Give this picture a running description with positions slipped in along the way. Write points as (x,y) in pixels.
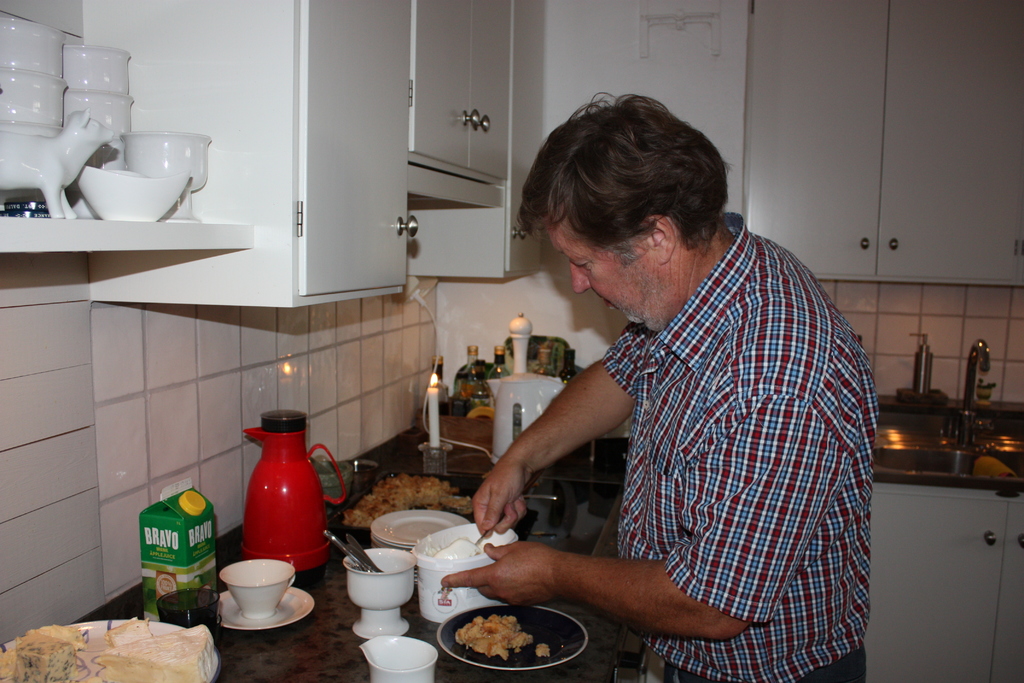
In this image there is a person (571,123) standing, there are cups (400,565), plates (403,517), bowls (93,172), food items (394,498) on the plates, a candle (437,424), bottles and some other items (530,410) on the cabinet (353,674), there is a washbasin (930,442), tap (968,414), there are cupboards (1021,240) and a toy (73,160).
